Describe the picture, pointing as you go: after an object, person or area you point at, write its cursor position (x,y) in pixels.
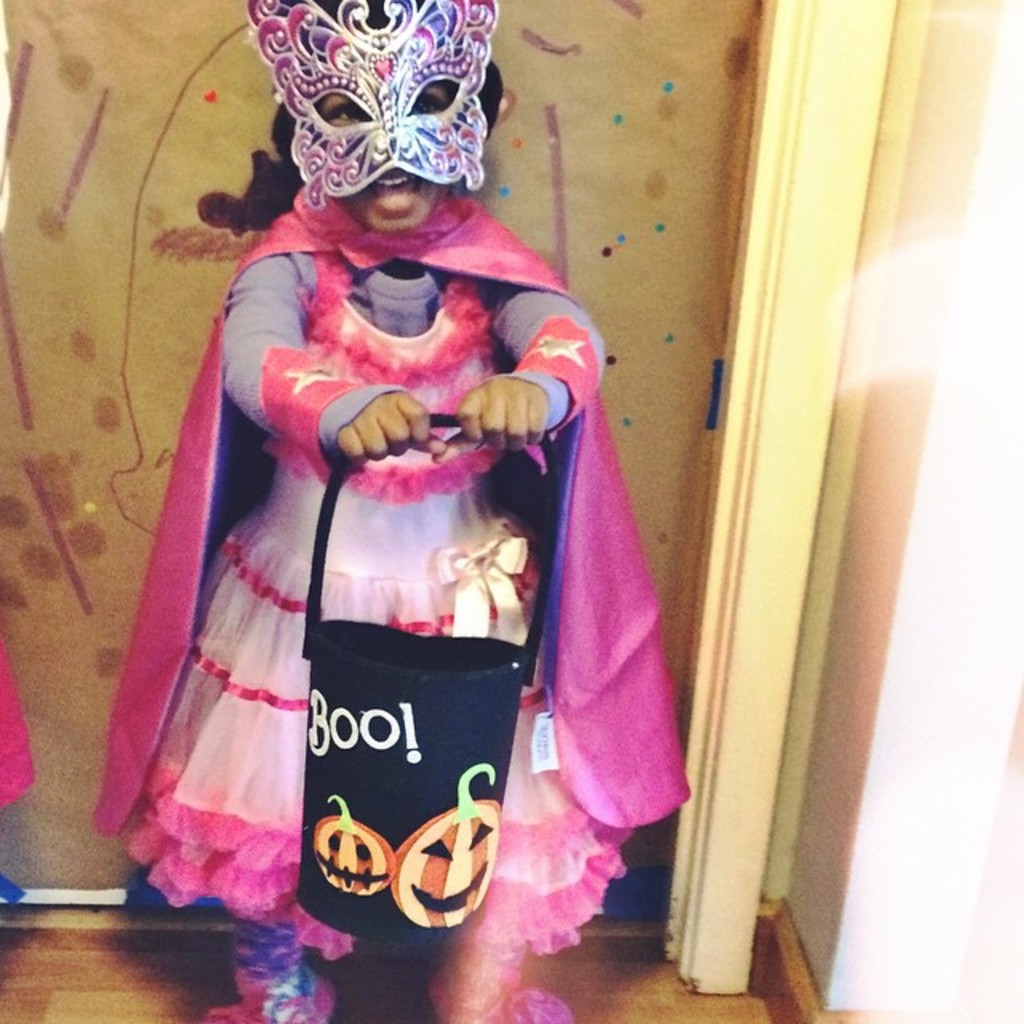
In this image I can see a person (366,348) wearing costume (321,319) which is pink and white in color is standing and holding a black colored basket (393,752) in her hand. In the background (148,36) I can see the brown colored surface (126,128).
